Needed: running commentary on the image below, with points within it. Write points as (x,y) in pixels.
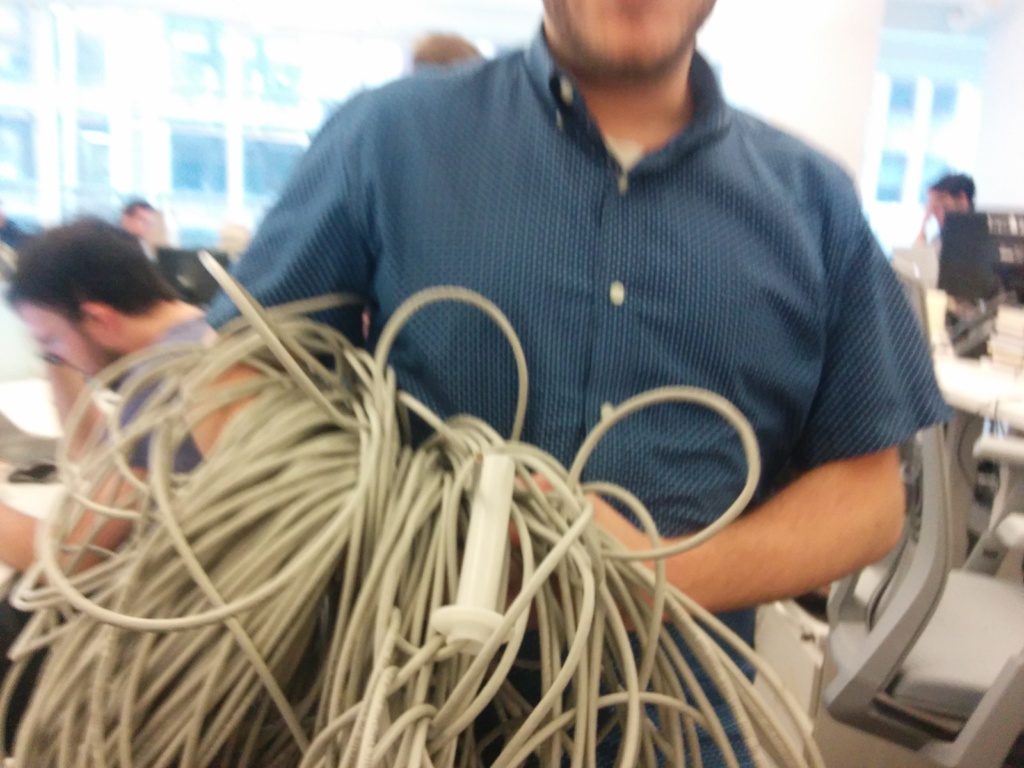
In the middle of the image (464,379) a person (323,262) is standing and holding some wires (287,360). Behind him few people (58,250) are standing and sitting and there are some tables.
